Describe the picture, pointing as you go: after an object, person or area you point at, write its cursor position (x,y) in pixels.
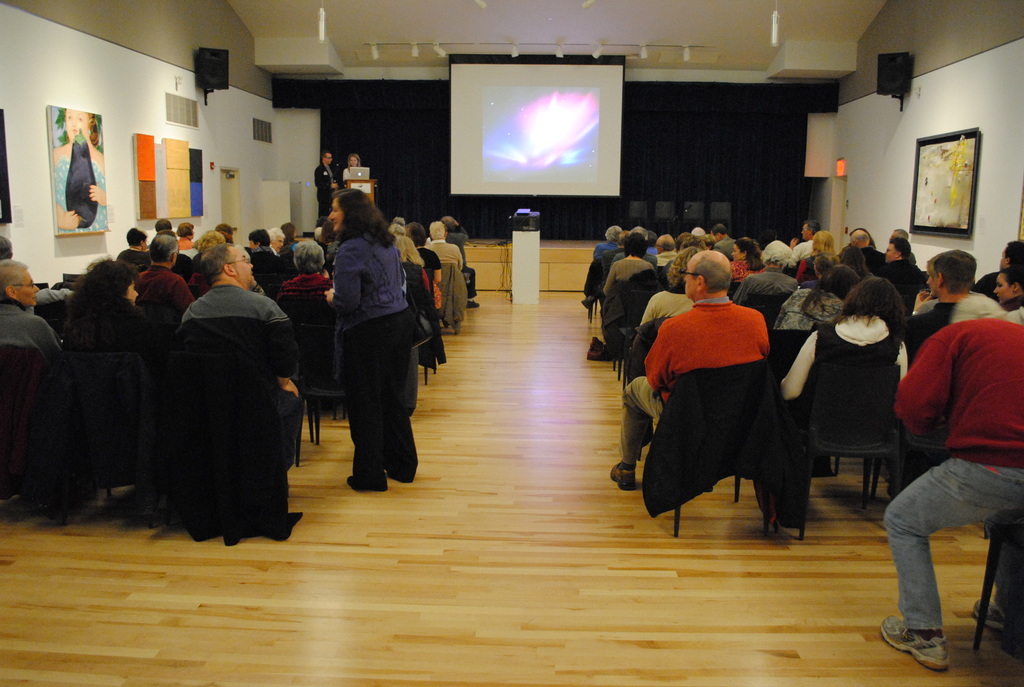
In this image we can see there are two people (319,189) standing behind a podium (357,188) with a laptop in front of them, beside them there is a projector screen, some chairs (718,210) and a few other objects (519,216), in front of them there are audience (935,416) sitting and one among them is standing, on their sides there are paintings (948,164) and speakers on the walls (869,157).
